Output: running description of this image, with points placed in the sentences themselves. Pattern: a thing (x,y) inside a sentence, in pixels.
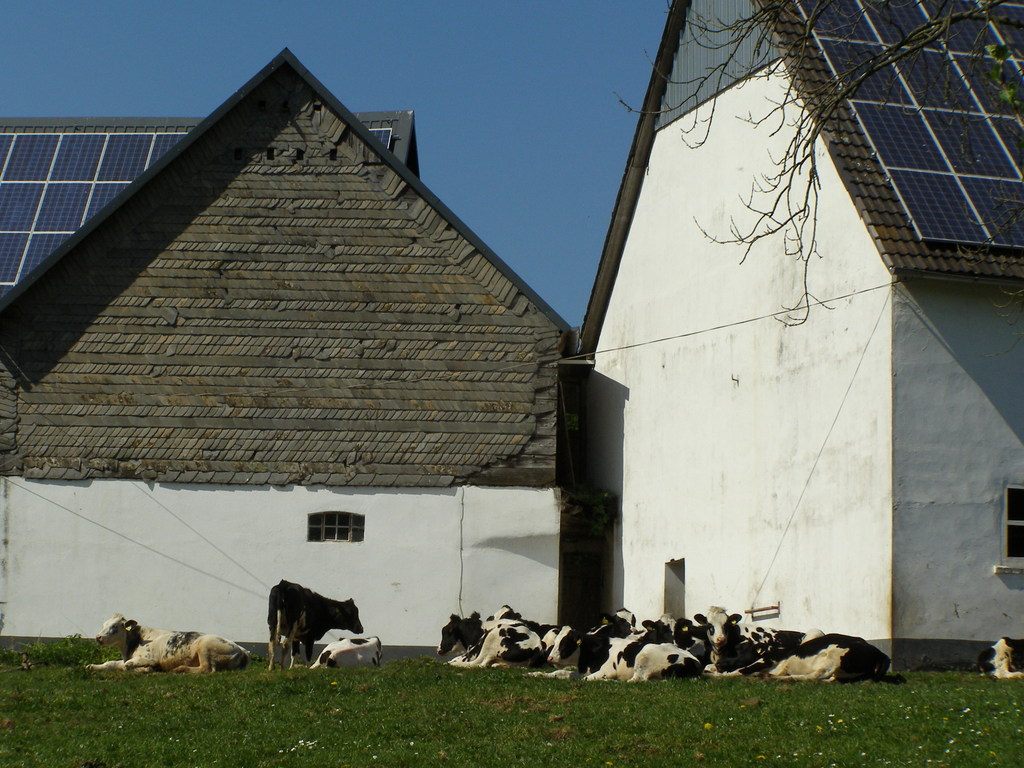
In this image we can see some animals (543,654) in the grass field (670,739). In the center of the image (522,423) we can see some buildings (522,423) with windows (354,535), doors (667,579) and some solar panels (965,165) on the roof (401,168). At the top of the image (511,54) we can see a tree (1002,19) and the sky (589,107).
